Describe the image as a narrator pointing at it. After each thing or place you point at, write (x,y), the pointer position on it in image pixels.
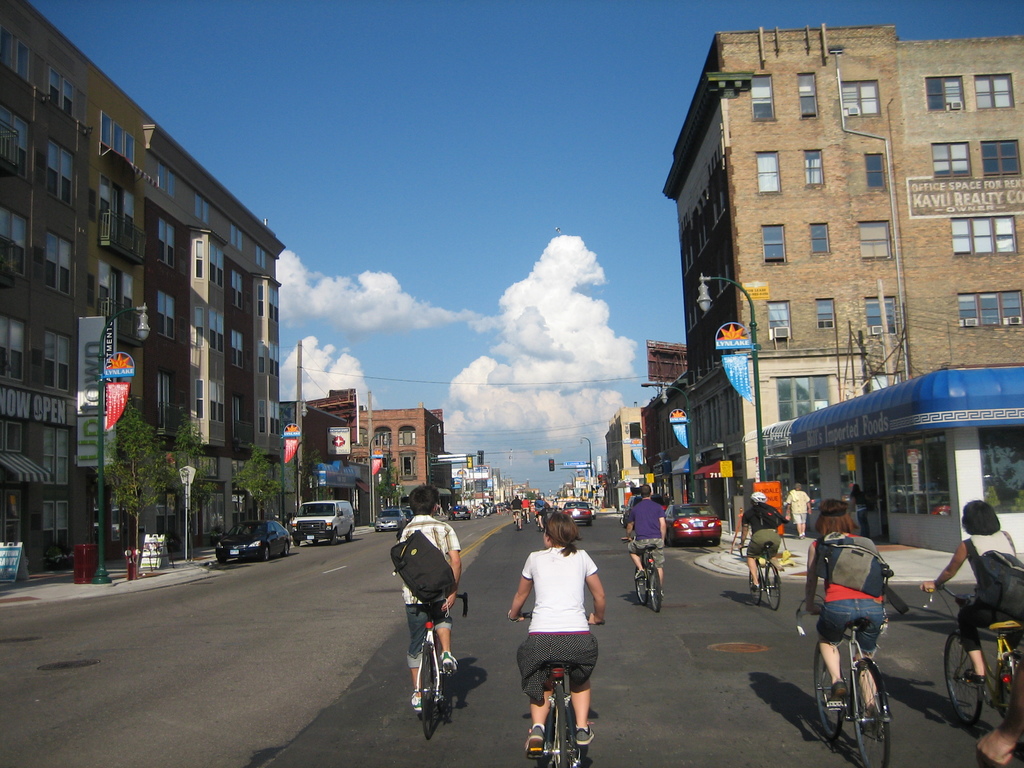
In this image I see buildings (140,374), light poles (759,416) and I see the road (463,742) on which there are cars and I see few people (540,510) on cycles (1013,630) and I see few trees (310,476). In the background (292,399) I see the sky (460,144) which is cloudy and I see a board (925,210) over here on which something is written.
